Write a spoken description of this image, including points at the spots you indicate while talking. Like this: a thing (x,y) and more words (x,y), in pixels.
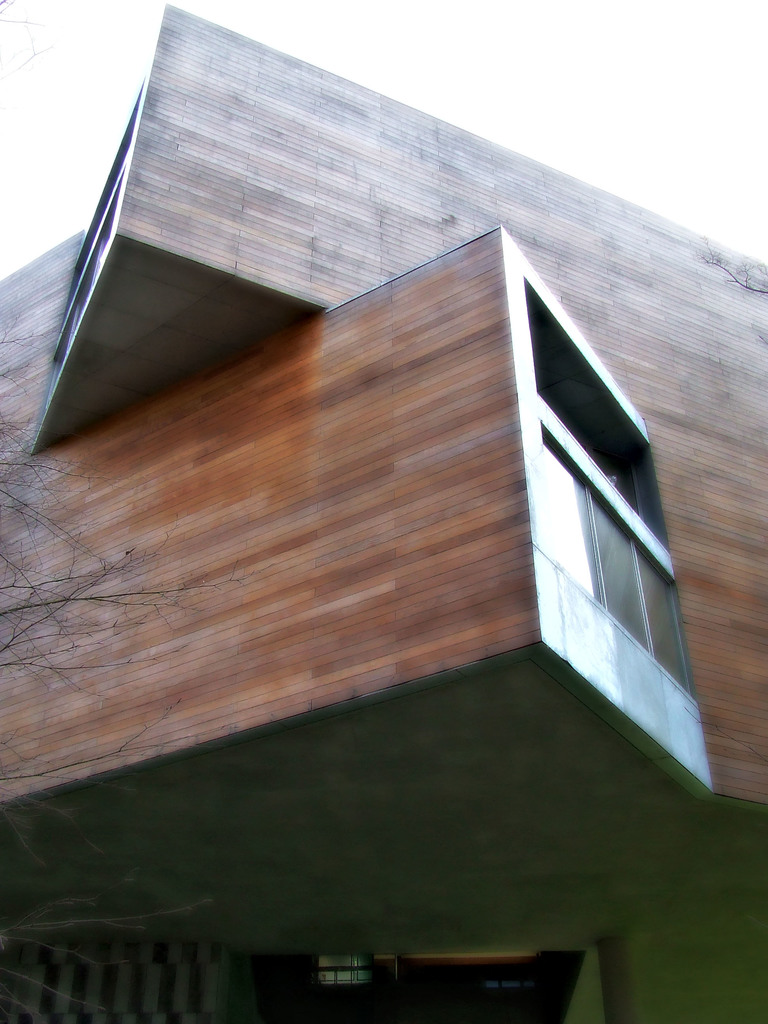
This image is taken outdoors. In the middle of the image (270,666) there is a building (533,563) with walls (471,545), windows (572,520), a door (432,996) and a roof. On the left side of the image (2,610) there is a tree (36,601).
